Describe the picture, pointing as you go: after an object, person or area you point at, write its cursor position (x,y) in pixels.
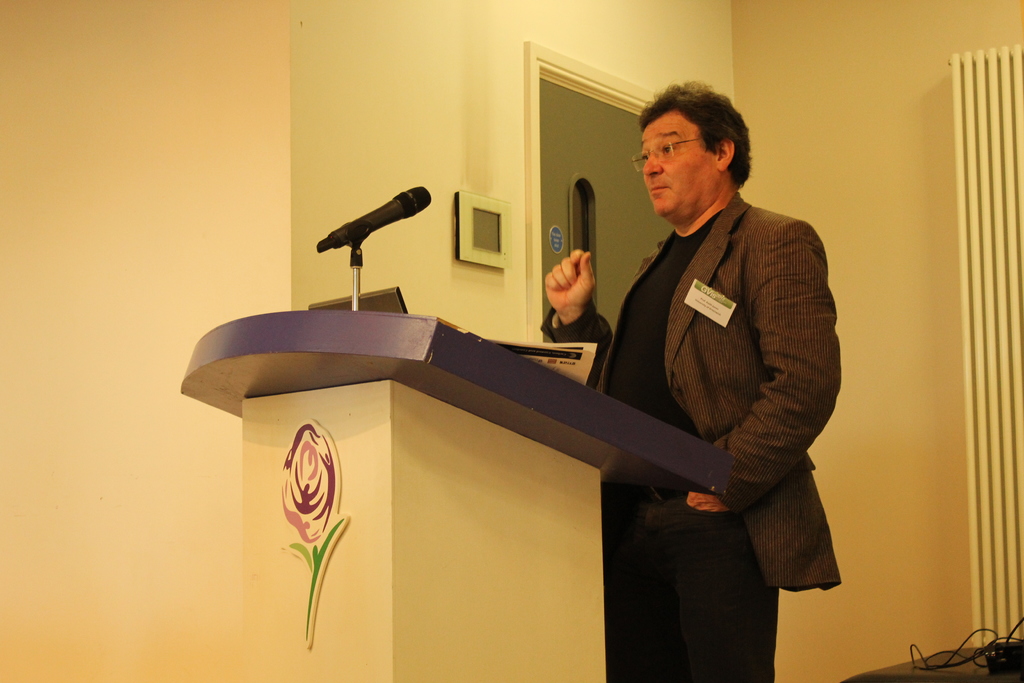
Here a man (803,354) is standing near the podium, he wore a coat (783,426). In the middle (342,233) it is a microphone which is in black color.
